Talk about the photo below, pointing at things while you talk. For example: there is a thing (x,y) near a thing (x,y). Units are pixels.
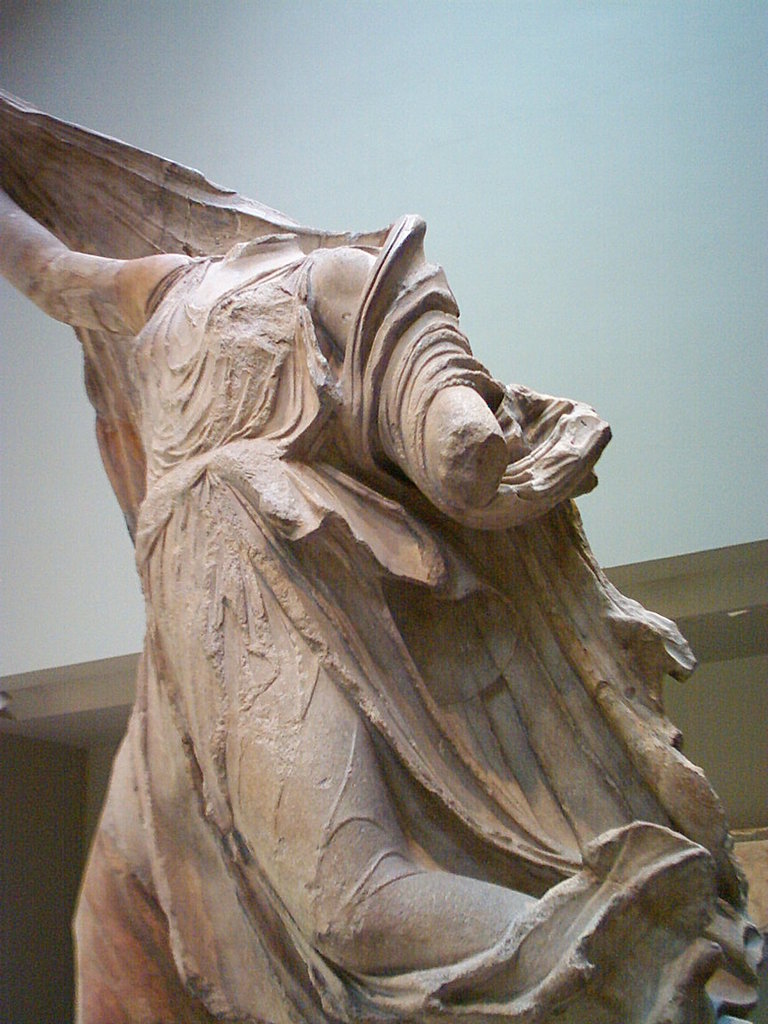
In this image I can see a sculpture (355,494) and the wall (409,150).
